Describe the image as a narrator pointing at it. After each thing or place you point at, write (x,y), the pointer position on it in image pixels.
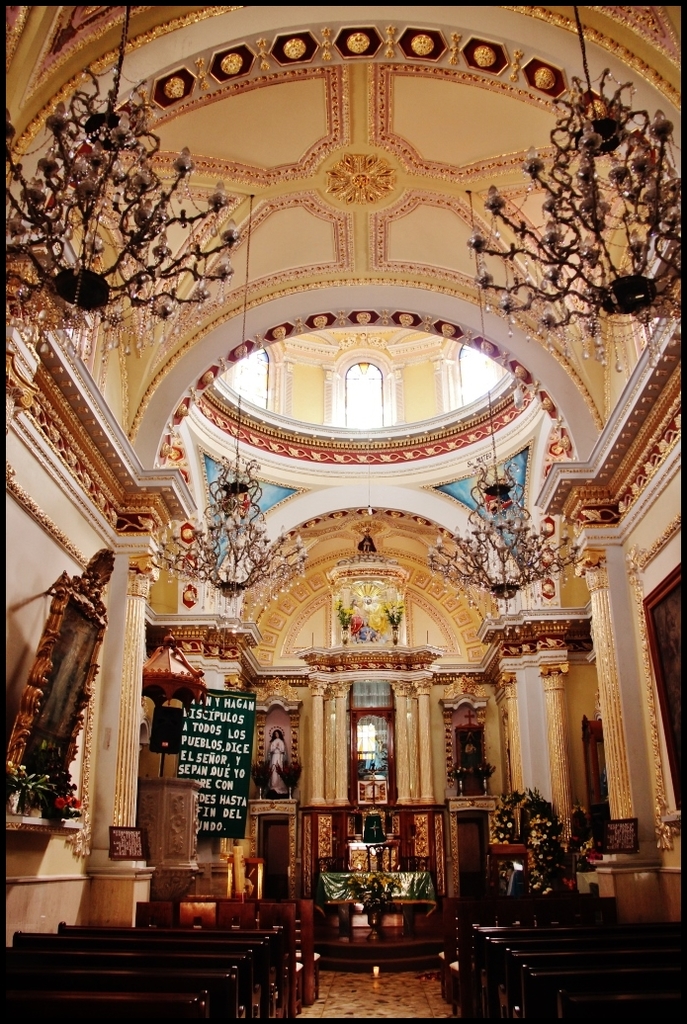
In the image we can see the inner view of the church (338,388), where we can see, pillars (612,652), benches (155,948), photo frames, boards (228,718), chandeliers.
